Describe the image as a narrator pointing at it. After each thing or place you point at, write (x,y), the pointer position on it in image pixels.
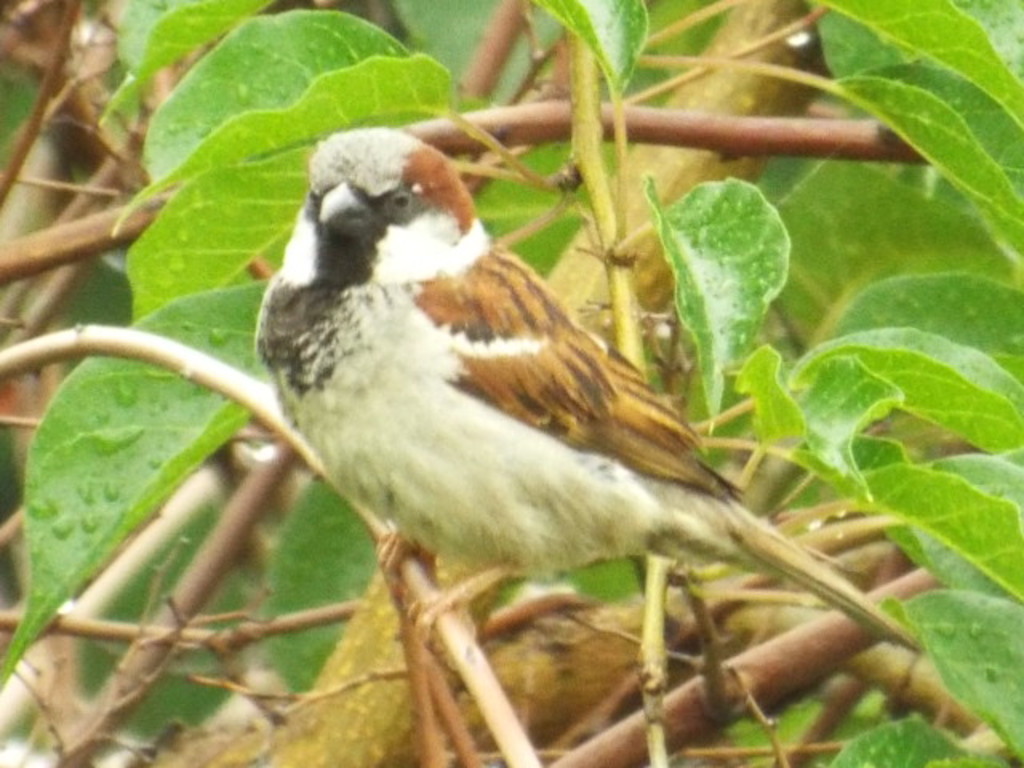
In the image in the center (624,330), we can see one tree (60,55). And on the branch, we can see one bird (488,448), which is brown and white color.
